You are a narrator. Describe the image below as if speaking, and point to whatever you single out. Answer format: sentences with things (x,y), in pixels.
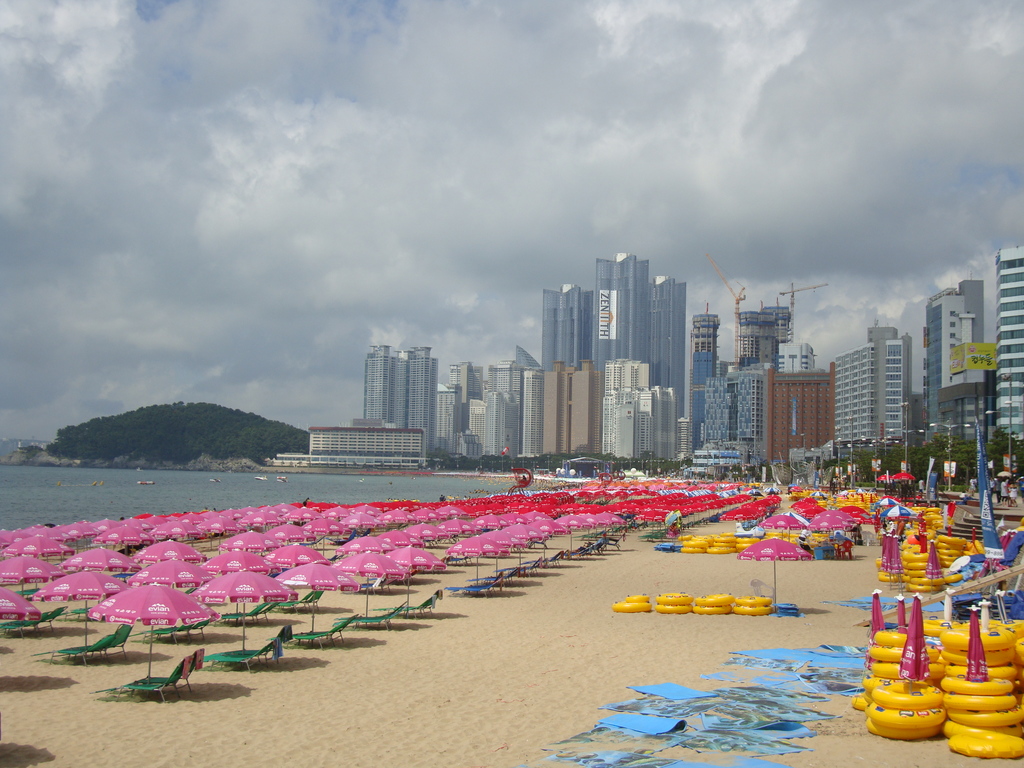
In this image I can see chairs (296,602), umbrellas (251,569), buildings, trees (466,468) and the water (321,476). In the background (616,148) I can see the sky (593,248). Here I can see some yellow color objects (876,635) on the ground (831,623).
